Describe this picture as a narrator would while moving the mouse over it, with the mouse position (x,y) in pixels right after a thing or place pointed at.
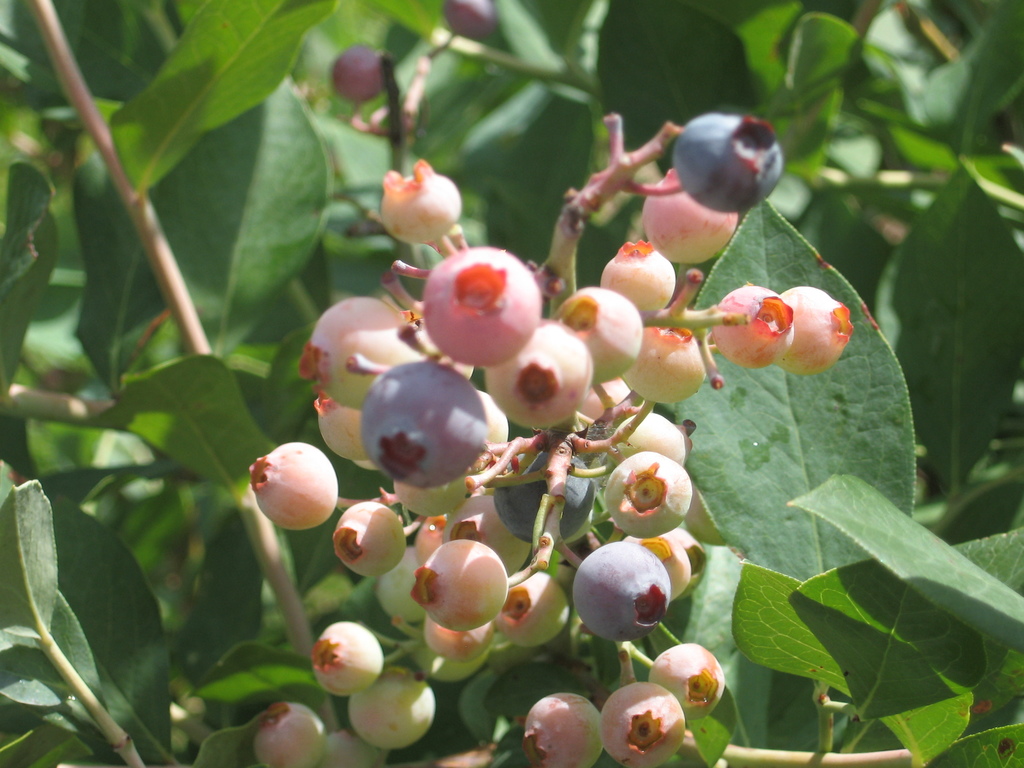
In this image, I can see leaves (597,677) and a bunch of berry fruits (454,403) to the stem (555,268).
